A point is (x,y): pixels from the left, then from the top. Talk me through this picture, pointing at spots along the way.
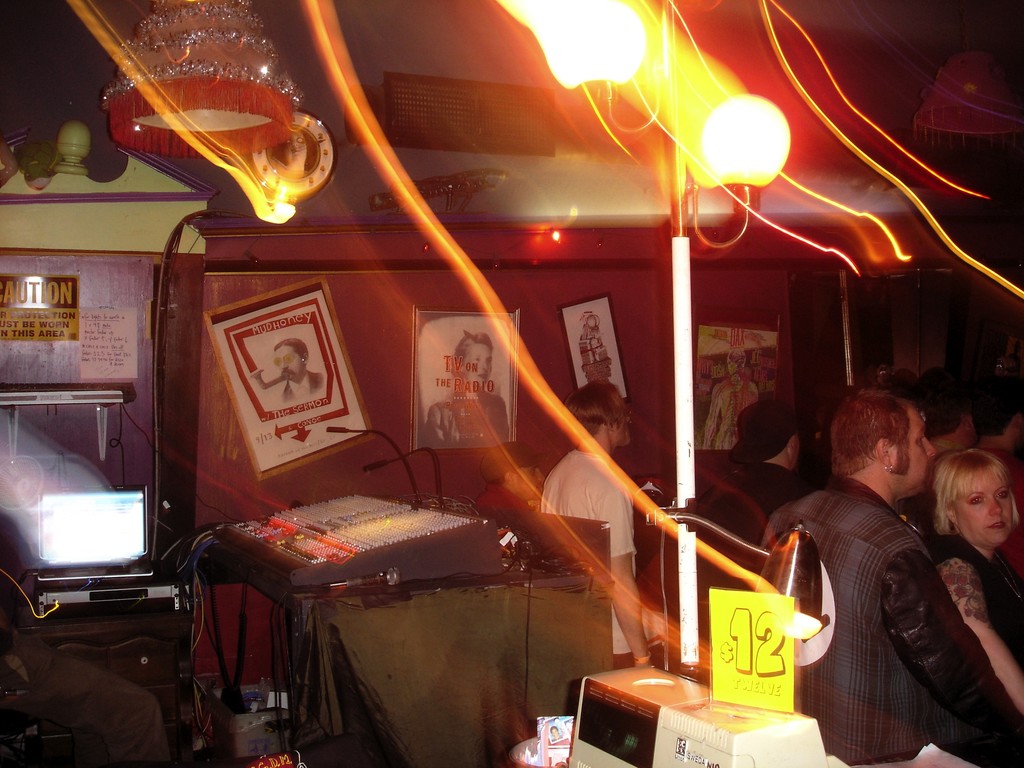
In the image there are few people (939,476) standing. At the top of the image (166,66) there are lights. At the bottom of the image (616,697) there is an object (740,712) with a price tag (759,606). Behind that there is a table (340,616) with machine (445,525) and mics (435,466). And on the left side of the image (123,568) there is a monitor (92,567) and some other things (110,594) on the table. In the background (306,355) there is a wall (391,393) with frames (758,354). And also there are some other things (22,319) in the background (98,323).
